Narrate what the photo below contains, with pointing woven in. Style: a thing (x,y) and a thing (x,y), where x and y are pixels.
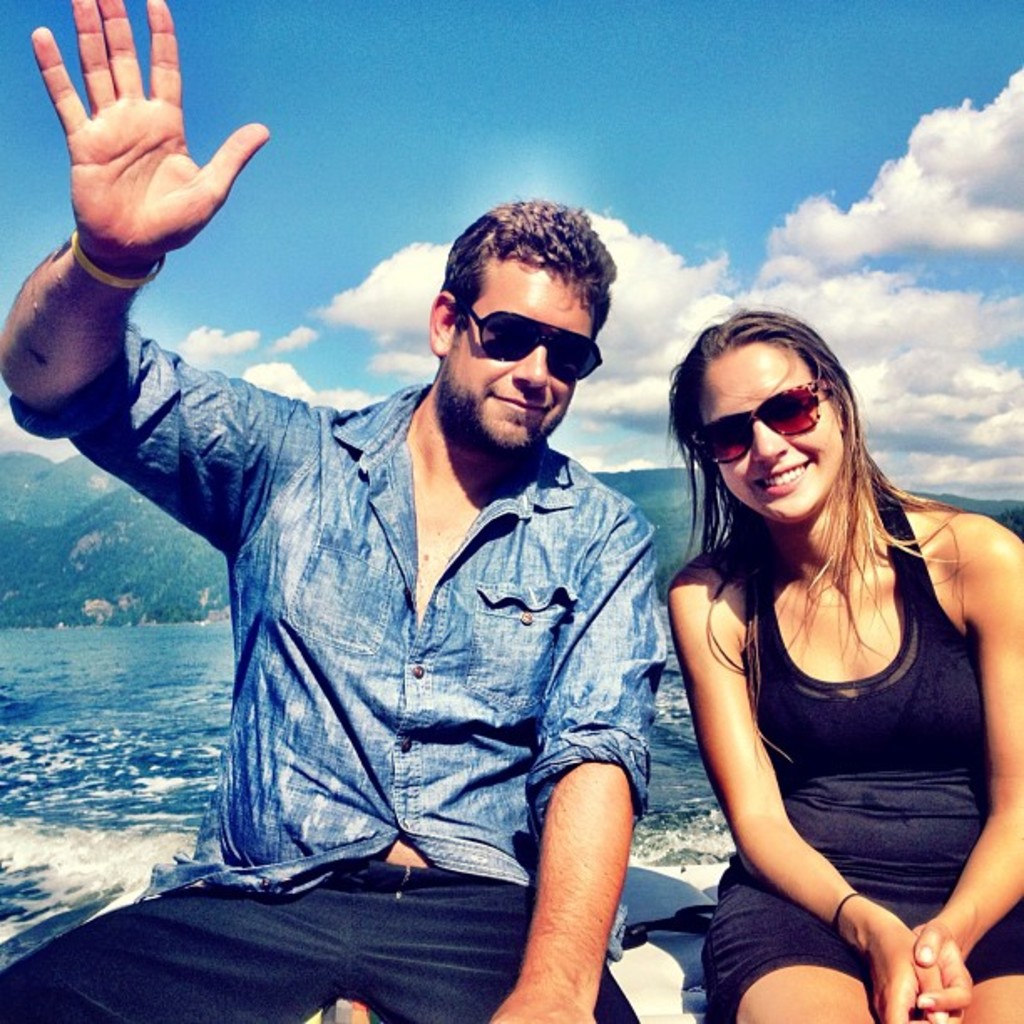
This picture is clicked outside. On the right corner (904,568) we can see a woman (743,551) wearing black color dress (900,703), smiling and sitting and we can see a man (434,539) wearing shirt (402,692), smiling and sitting. In the background (413,66) we can see the sky (388,109) with the clouds (860,282) and we can see a water body (79,753), hills (171,549) and some other objects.
